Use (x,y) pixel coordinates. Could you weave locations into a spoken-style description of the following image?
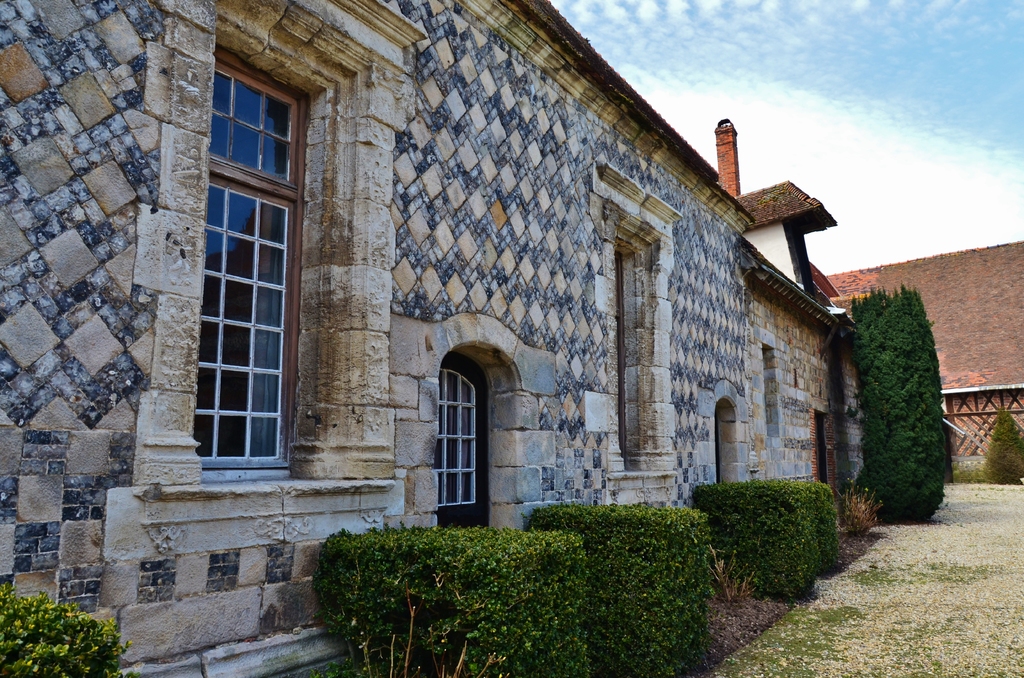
In this picture there is a building (613,305). In the foreground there are plants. At the back (967,292) it looks like a roof (936,281). At the top (874,107) there is sky (855,104) and there are clouds (814,128). At the bottom (842,623) there is grass (748,647) on the ground (1008,512).
